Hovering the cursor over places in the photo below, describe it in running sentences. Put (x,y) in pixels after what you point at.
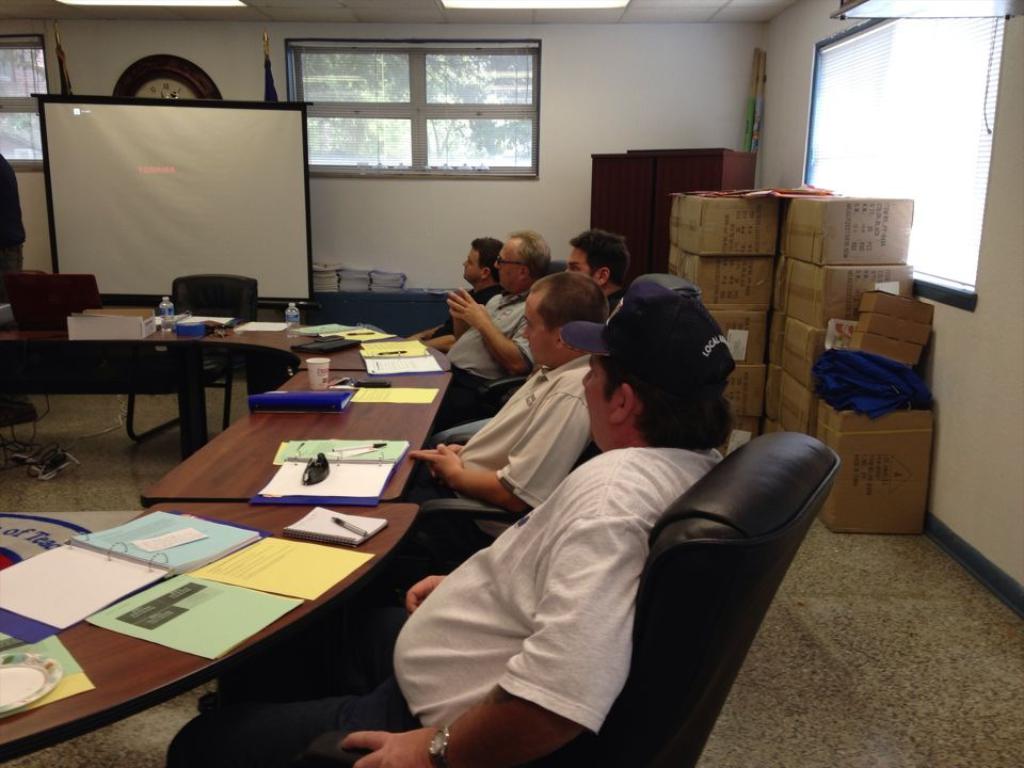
Few people (580,320) are sitting on the chairs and looking at the left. In the middle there is a glass window (371,166) and behind them there is a wall (963,396).
